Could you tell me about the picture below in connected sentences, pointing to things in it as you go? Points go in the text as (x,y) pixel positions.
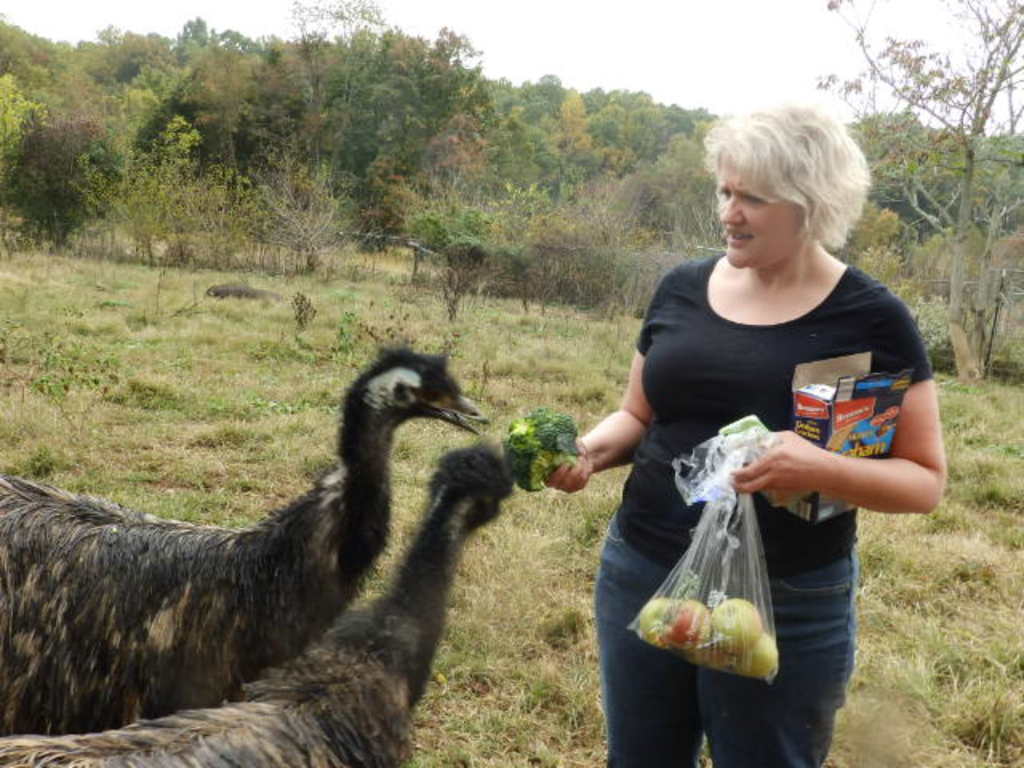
On the left side (302,606) we can see two animals (342,631) and on the right side (697,463) we can see a woman (633,553) is standing and holding fruits (656,641) in a packet (683,600) and a vegetable item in her hands (782,438) and there is box (809,425) under her arm (816,456). In the background (126,289) there are plants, trees (590,216) and grass (462,358) on the ground (462,358) and sky (848,111).
